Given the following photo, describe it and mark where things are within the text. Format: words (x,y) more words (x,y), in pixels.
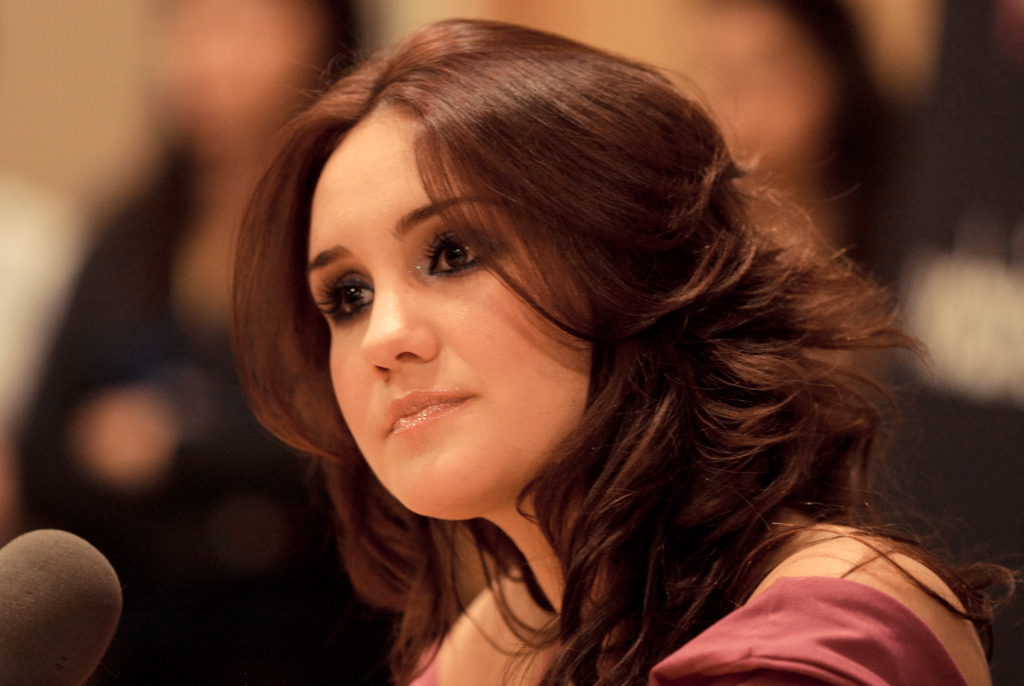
In the picture there is a woman (384,526) in the foreground (263,405).
